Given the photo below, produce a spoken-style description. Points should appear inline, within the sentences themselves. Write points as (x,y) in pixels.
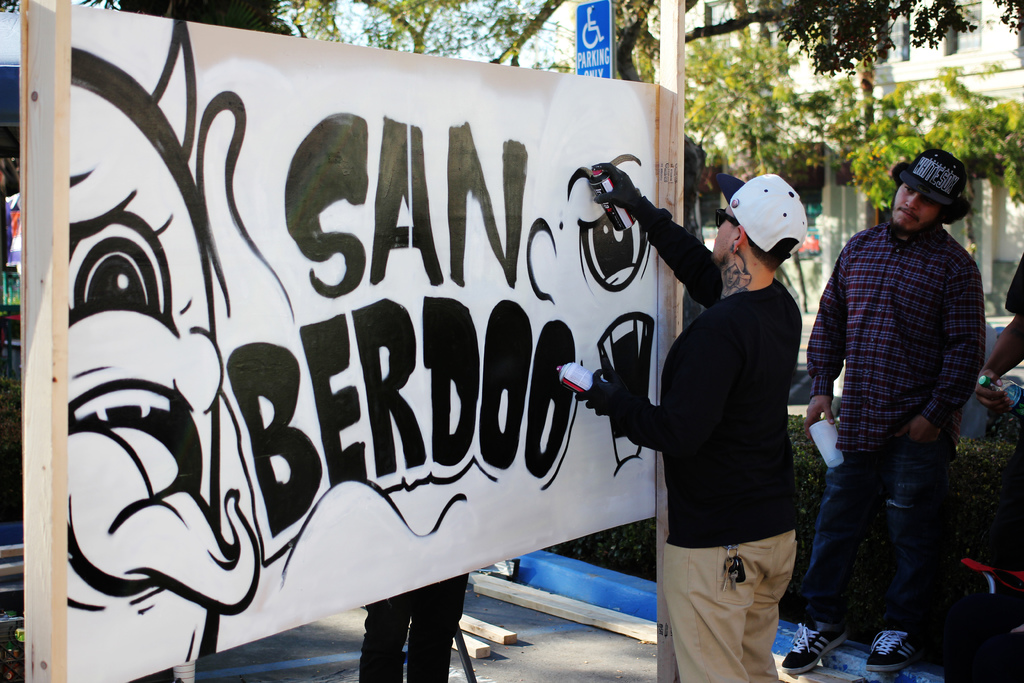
There is a person (697,421) wearing cap (753,202) and goggles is holding bottles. In front of him there is a white board (517,392) with poles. On that he is painting. Near to him there is a person (912,282) standing and wearing a hat (943,164) and holding something in the hand (815,414). On the ground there are wooden poles (543,609). In the back (560,51) there are trees (621,54). Also there is a sign board (599,19).
